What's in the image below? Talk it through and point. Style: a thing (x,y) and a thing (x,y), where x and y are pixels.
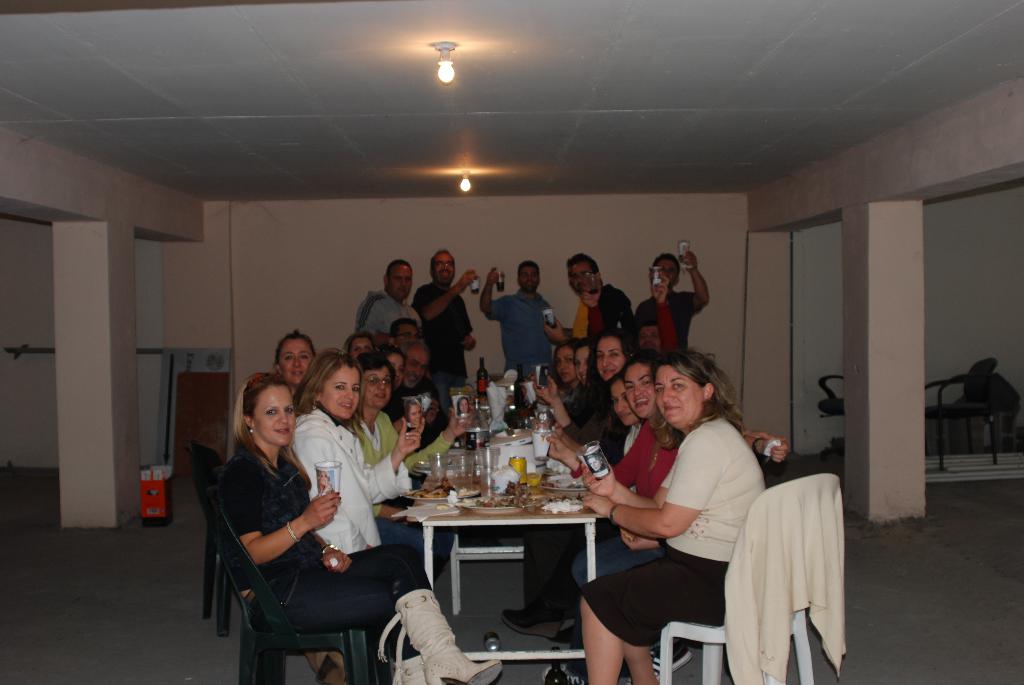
In this picture we can see some persons (639,561) are sitting on the chairs (221,561). This is table (474,519). On the table (577,517) there are glasses (543,453), plates (555,487), and some food (488,499). Here we can see some persons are standing on the floor (902,629). This is pillar (846,341) and these are the lights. On the background (296,232) there is a wall (277,249).
